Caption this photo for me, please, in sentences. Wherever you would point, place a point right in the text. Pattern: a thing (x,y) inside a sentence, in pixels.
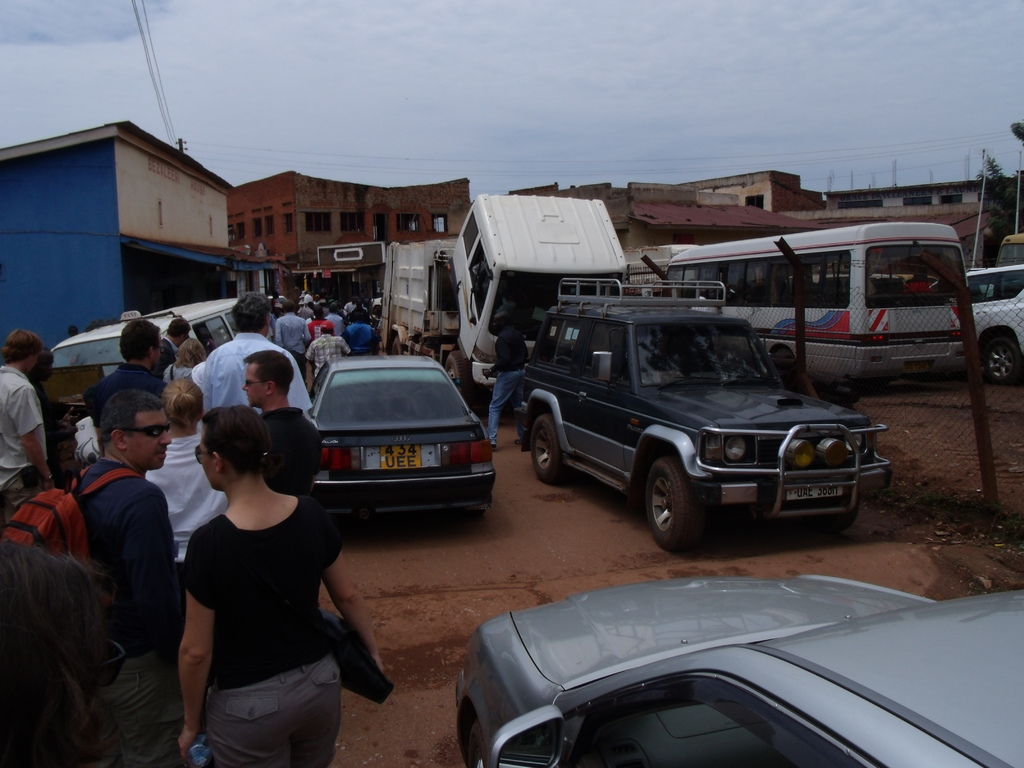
There are buildings (77,287), vehicles (610,377) and a group of people (195,434) present at the bottom of this image (214,516) and the sky (549,92) is in the background (583,95).
